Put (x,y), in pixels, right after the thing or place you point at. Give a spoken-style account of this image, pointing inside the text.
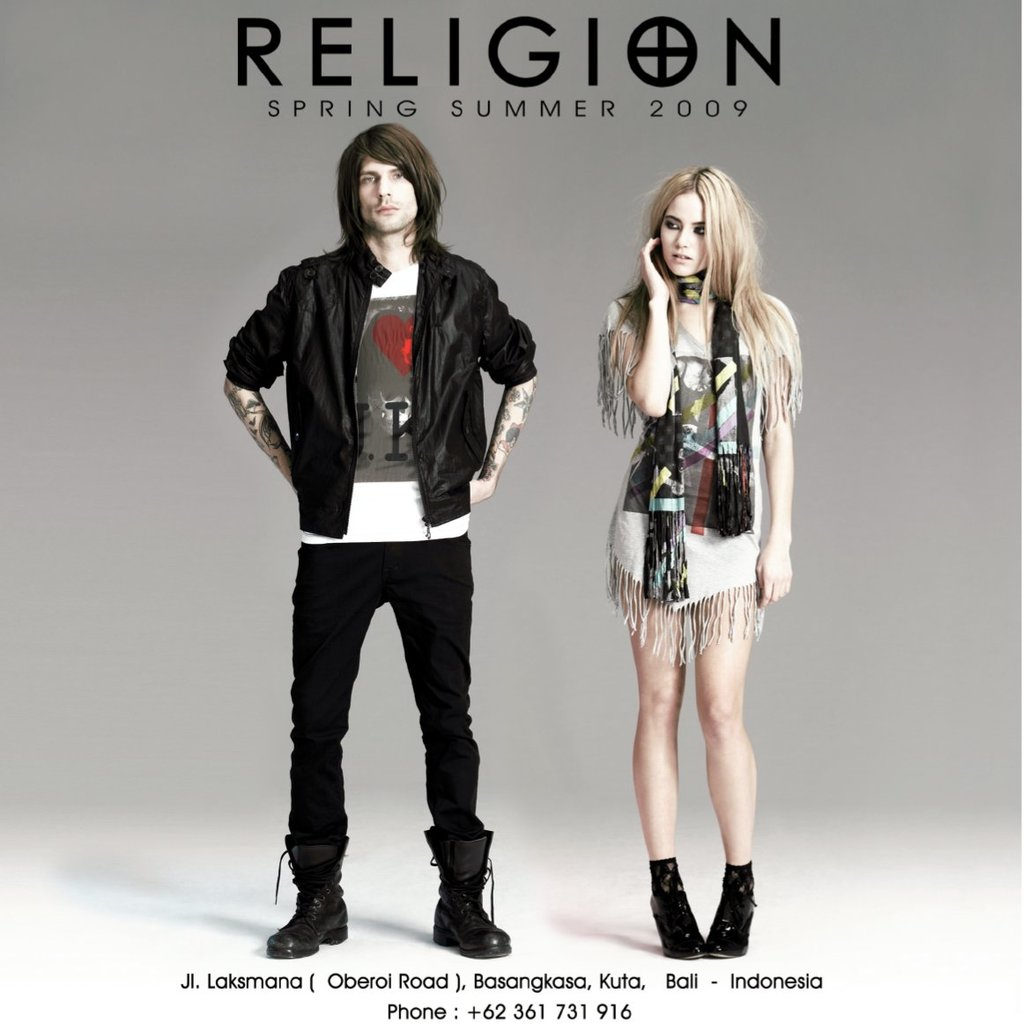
On the left side (311,431), there is a person (473,291) in a black color jacket (463,298), standing. On the right side (724,739), there is a woman (724,739) having a scarf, and standing. At the bottom of this image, there are texts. At the top of this image (776,58), there are texts (776,58). And the background of this image (936,260) is grey in color.
